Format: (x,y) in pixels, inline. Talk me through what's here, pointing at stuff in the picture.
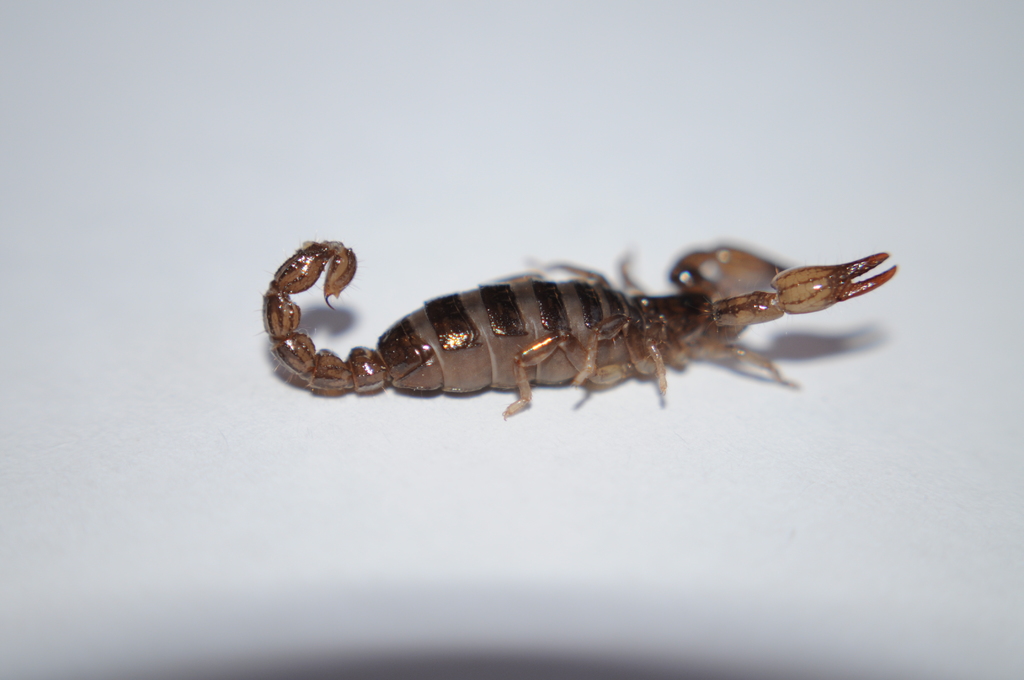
In the center of the image (546,360), we can see a scorpion (306,340) on the white surface (353,463).
